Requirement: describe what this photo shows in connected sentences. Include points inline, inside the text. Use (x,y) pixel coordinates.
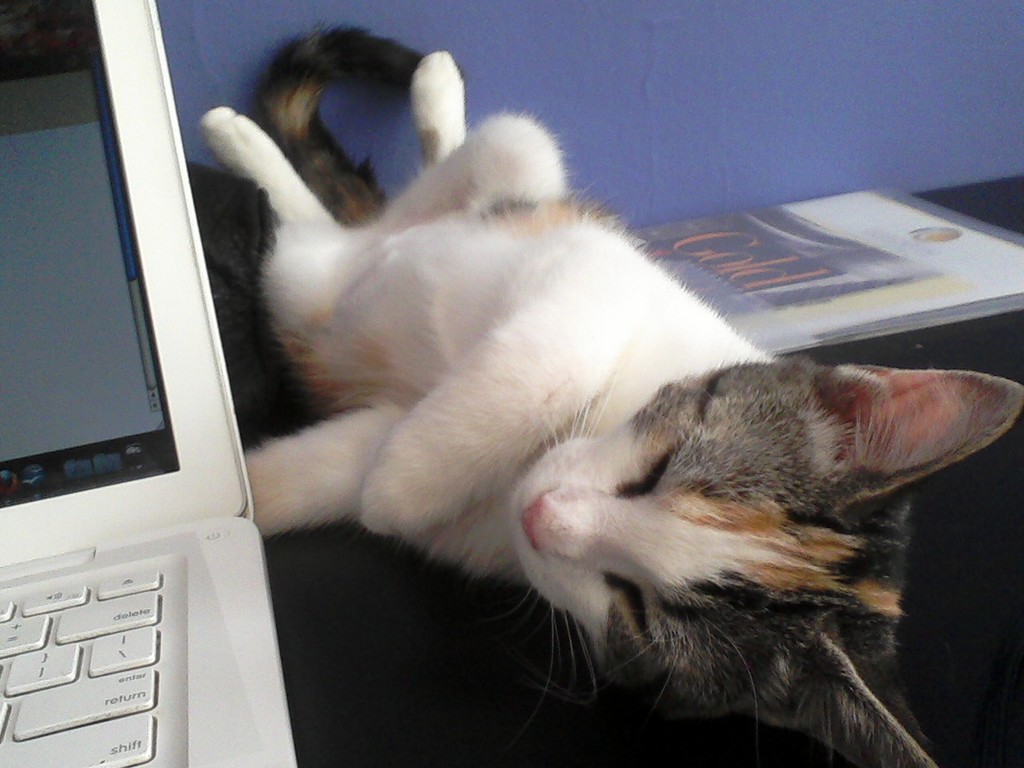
In this image I can see on the left side (141,485) there is a laptop (127,531) in white color. On the right side (777,431) there is a cat (614,350) in white and other color.
